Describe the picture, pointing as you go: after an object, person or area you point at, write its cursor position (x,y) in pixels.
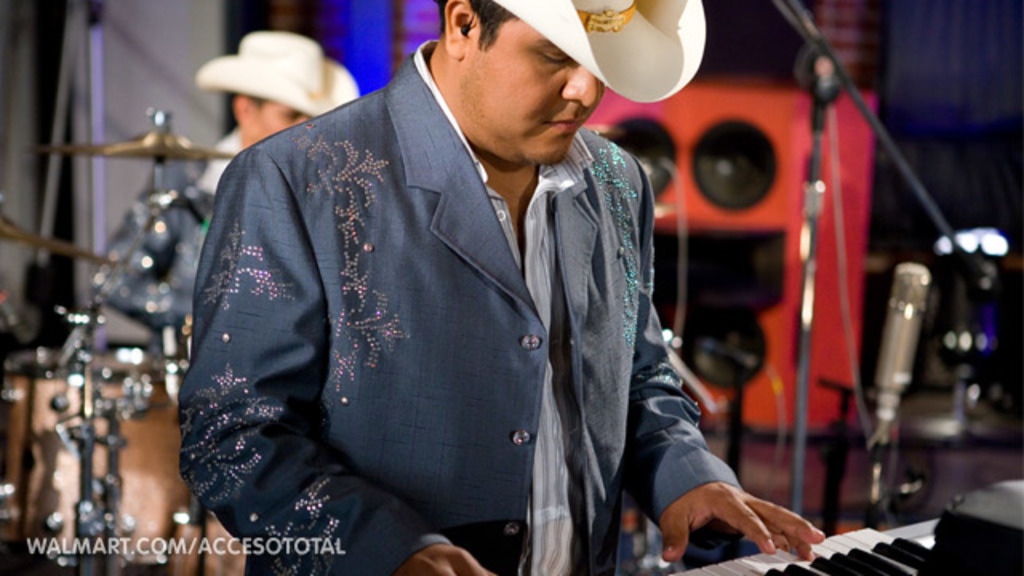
In this picture we can see a man (544,310) playing a piano (863,564), the man (589,325) wore hat (584,46) and costumes (541,427), in the background (336,91) we can see another person (274,109), we can also see some musical instruments (161,151) like cymbals (169,155) and drums (159,447) in the background (163,470) on the right side of the picture (905,333) we can see a microphone (904,326).
